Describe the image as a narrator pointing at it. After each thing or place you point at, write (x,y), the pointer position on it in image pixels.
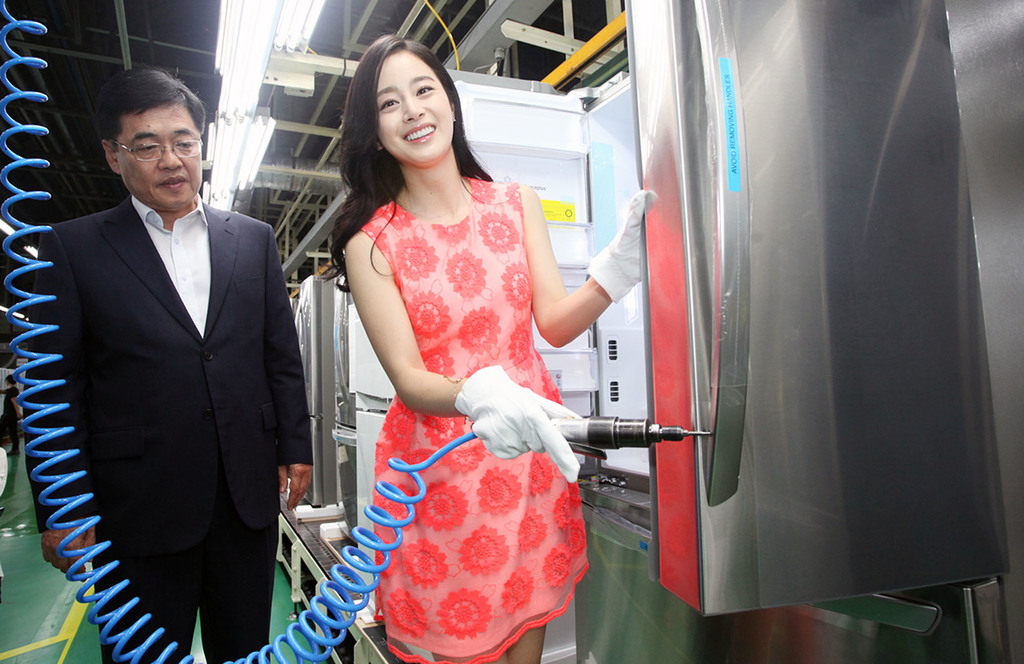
This is an inside view. In this image, I can see few machines (389,389). There is a man (177,323) and a woman (432,372) are standing. The woman (453,422) is wearing gloves (636,269) to the hands (481,407), holding a machine (594,431) which is having blue color cable (449,446), smiling and giving pose for the picture. The man (275,392) is looking at the machine (619,432). In the background (339,486) there are many objects (302,523) on the floor (8,575). At the top of the image (163,59) I can see the ceiling (411,23) along with the metal rods (483,17).
